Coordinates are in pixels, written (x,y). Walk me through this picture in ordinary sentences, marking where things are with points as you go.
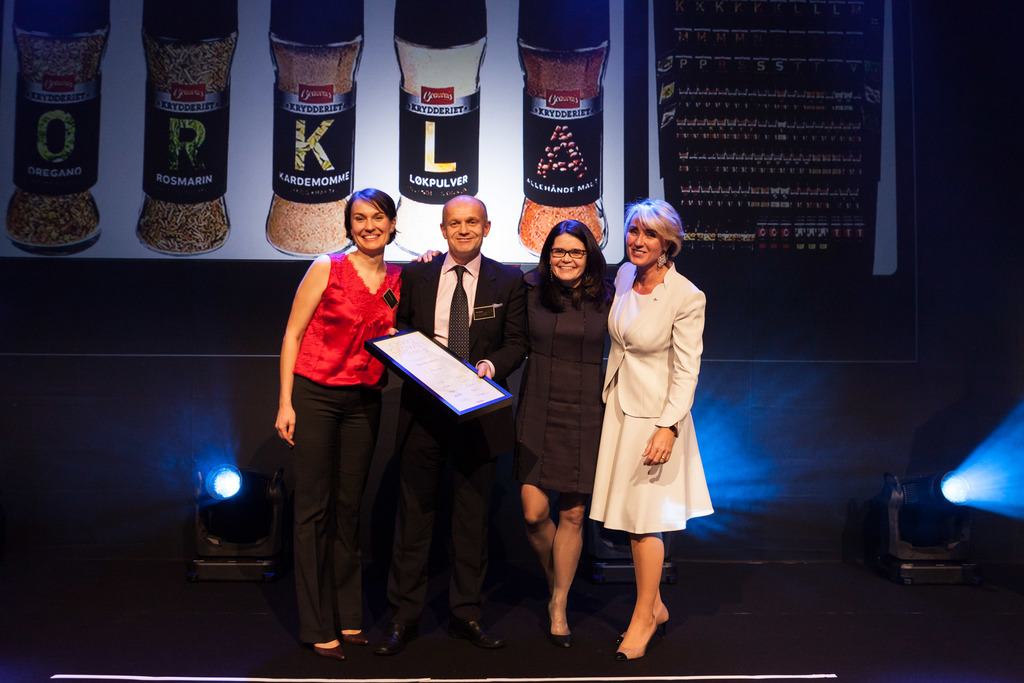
There are people (479,359) standing and smiling and he is holding a frame (486,383). We can see focusing lights (209,482). In the background (656,123) we can see banner (863,190) and it is dark.
